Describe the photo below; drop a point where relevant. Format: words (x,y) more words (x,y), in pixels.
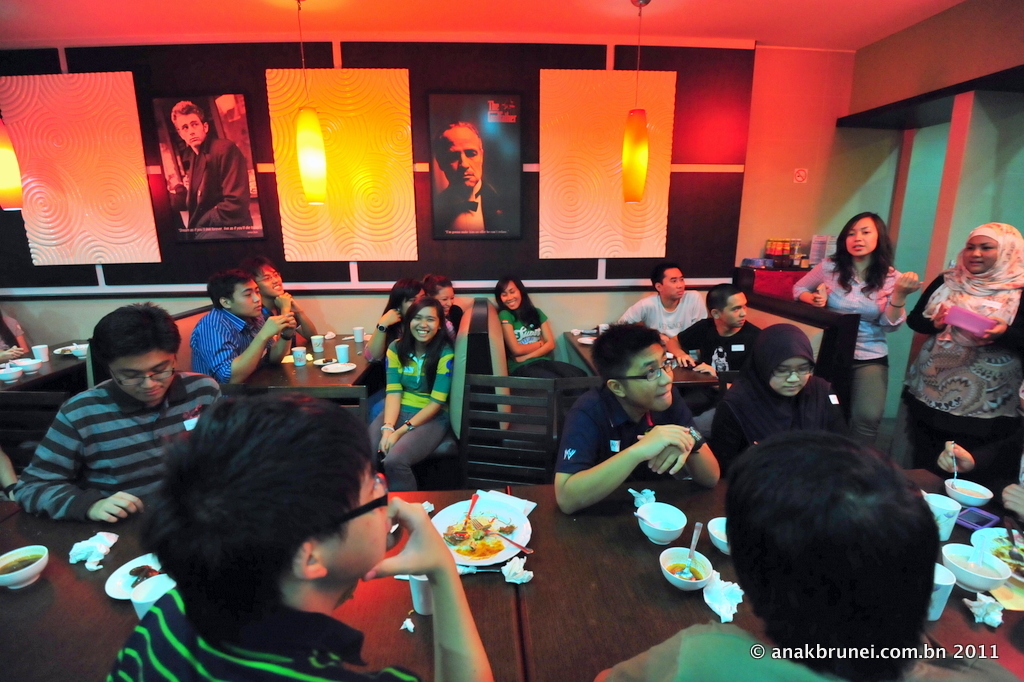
In this image I see number of people (1019,450) who are sitting on sofa (466,351) and there are tables (467,496) in front of them on which there are cups (660,530), plates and glasses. I can also see these two women (1017,236) are standing. In the background (263,215) I see the lights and photo frames (184,121) on the wall (812,116).
